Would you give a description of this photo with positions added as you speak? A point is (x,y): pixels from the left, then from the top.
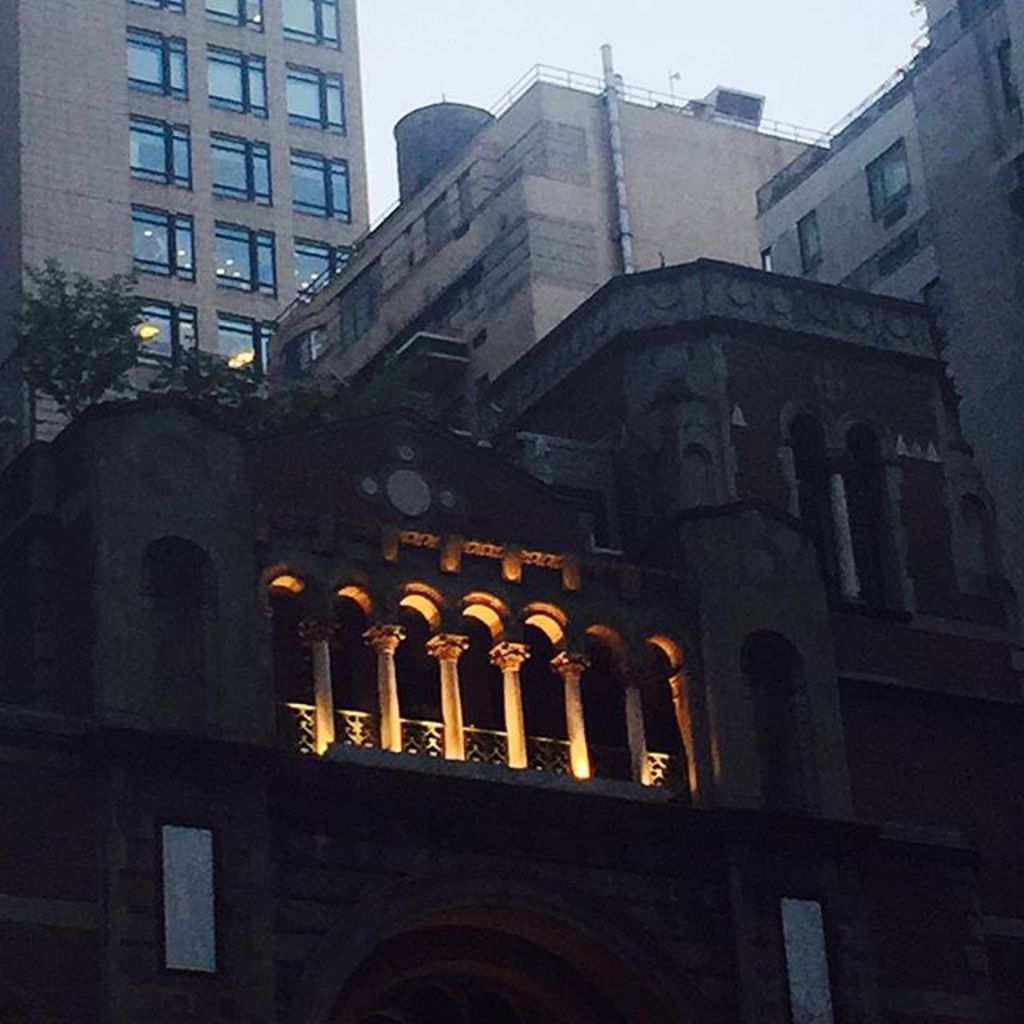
In a given image i can see a buildings (438,379) with windows (274,279), plants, lights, railing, pipe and in the background (547,58) i can see the sky (567,61).
